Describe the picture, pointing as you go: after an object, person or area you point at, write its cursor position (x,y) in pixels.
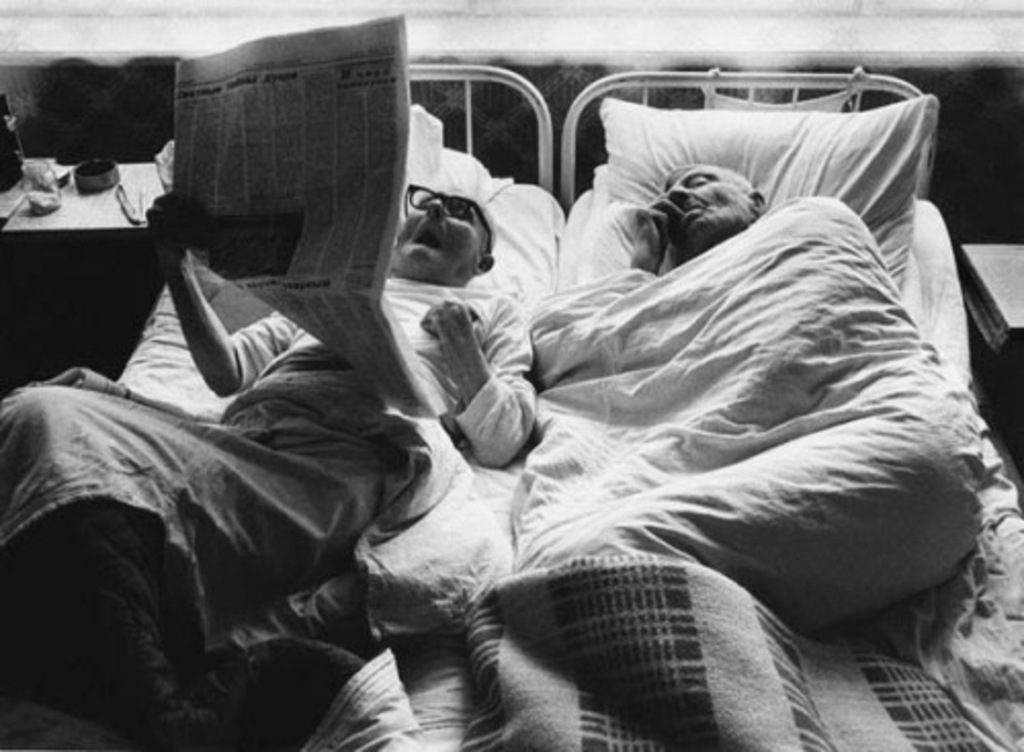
This is a black and white picture. Here we can see two men (181,241) laying on the bed (591,597). This man (404,245) is reading a newspaper (337,225) and he is holding a newspaper (231,231) in his hand (200,227). Near to this bed (534,274) there is a table (143,221) and on the table (98,215) we can see a bowl (101,181) and a knife (123,212).
